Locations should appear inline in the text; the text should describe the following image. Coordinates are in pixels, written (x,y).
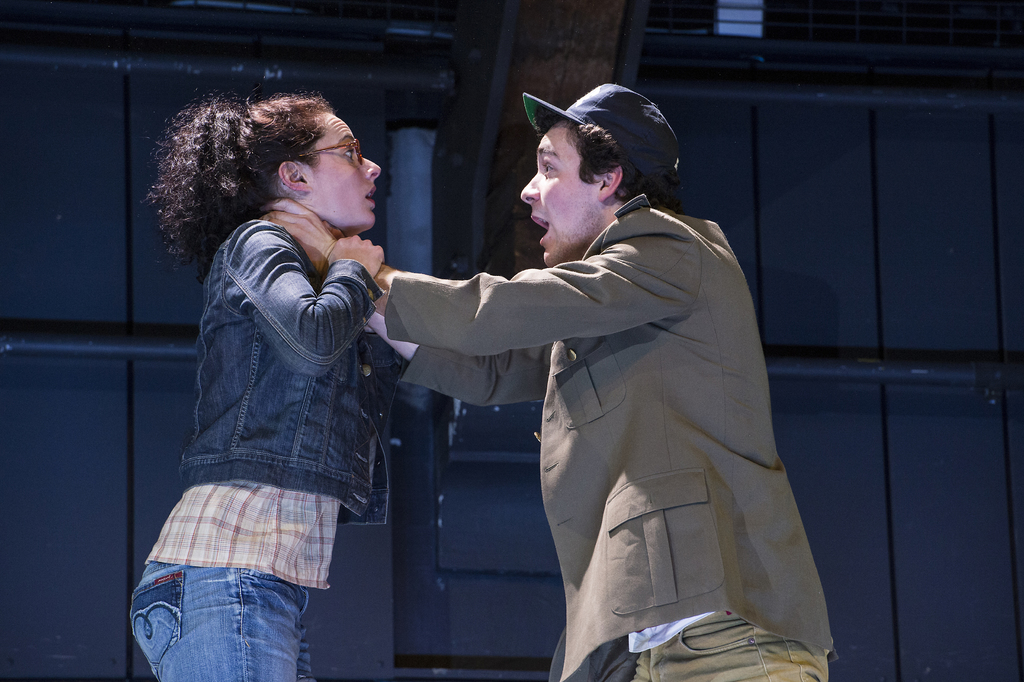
In the center of the image (682,380) there are two people (358,215). In the background of the image (411,23) there is a building (140,34).
